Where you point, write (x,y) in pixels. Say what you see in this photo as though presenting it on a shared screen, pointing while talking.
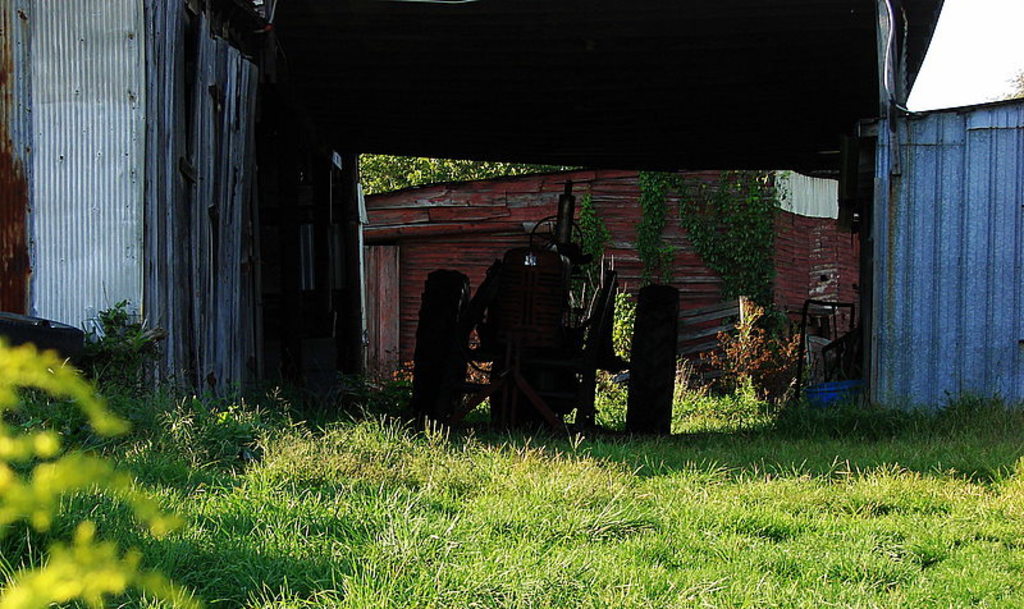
In this image I see the shed (243,78) and I see a tractor (489,321) over here and I see the green grass (258,466). In the background (706,396) I see the plants (713,403) and I see the creepers (707,234) on this red color thing (389,236).
